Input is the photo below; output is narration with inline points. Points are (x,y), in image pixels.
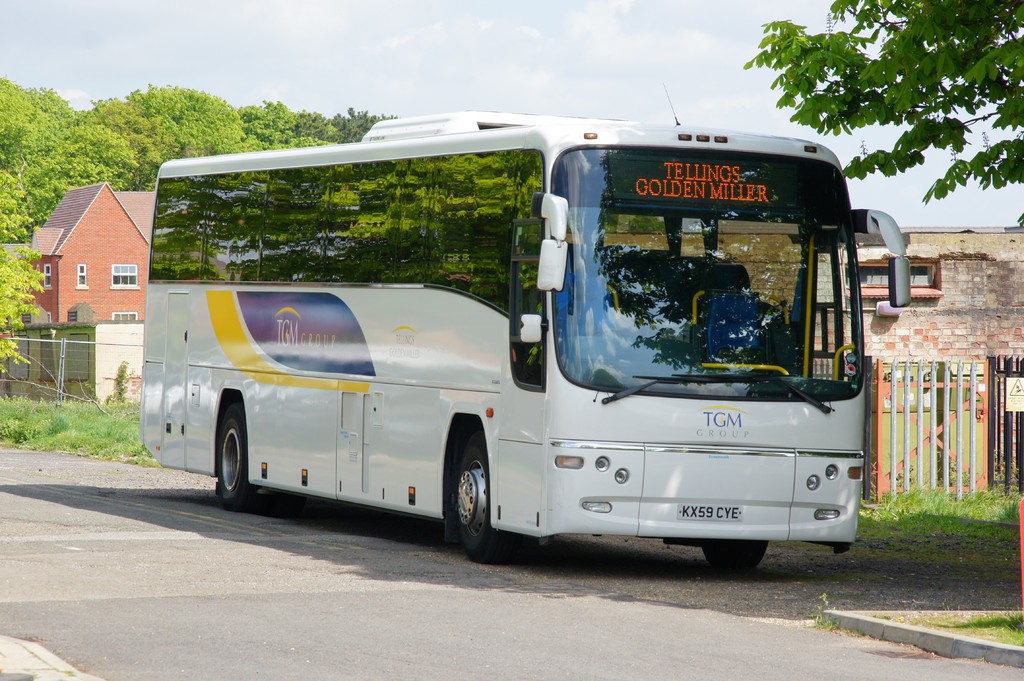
In this image I can see a white bus (334,459) on a road (120,553), there are fences (895,389), houses (137,256) and trees (80,159) at the back (88,174). There is sky (733,88) at the top (422,60).
